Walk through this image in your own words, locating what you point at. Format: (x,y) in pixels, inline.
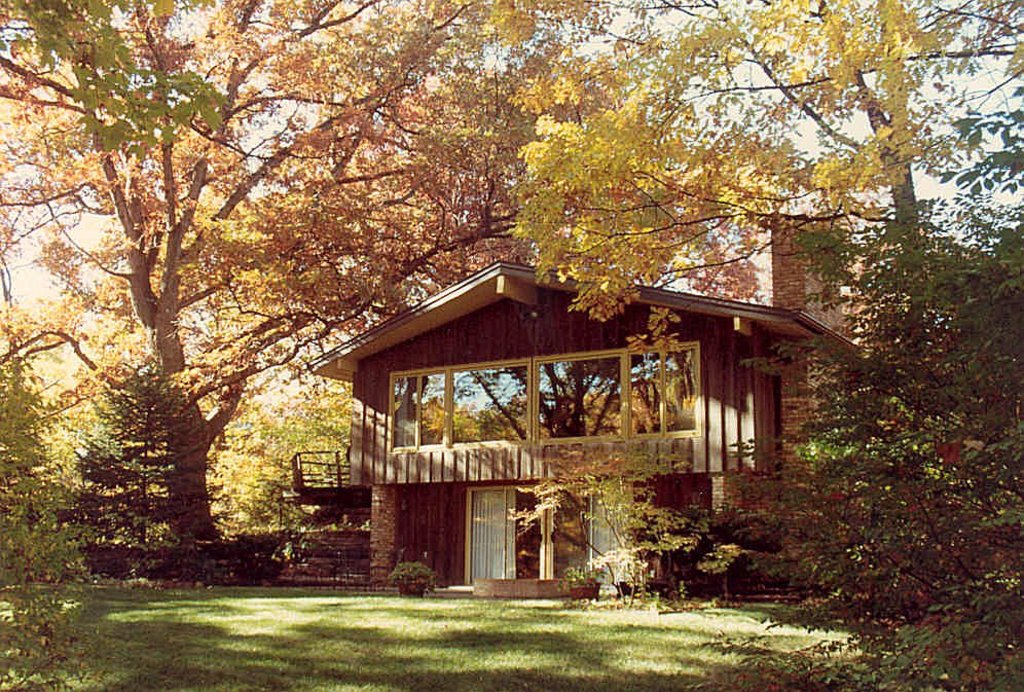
As we can see in the image there is grass (349,623), plants (253,550), trees (973,570) and house (600,386). At the top (56,209) there is sky (56,209).
